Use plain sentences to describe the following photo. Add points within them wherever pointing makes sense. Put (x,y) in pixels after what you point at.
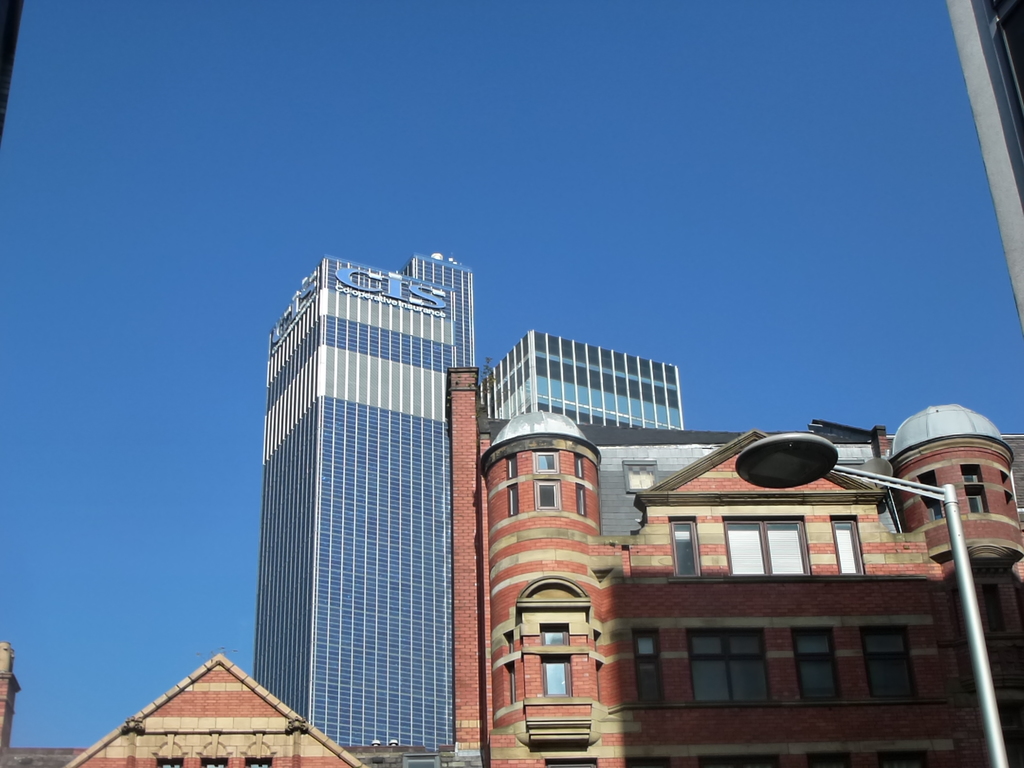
In this image we can see buildings (739,528), windows (697,650), street poles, street lights (784,460) and sky (168,408).
